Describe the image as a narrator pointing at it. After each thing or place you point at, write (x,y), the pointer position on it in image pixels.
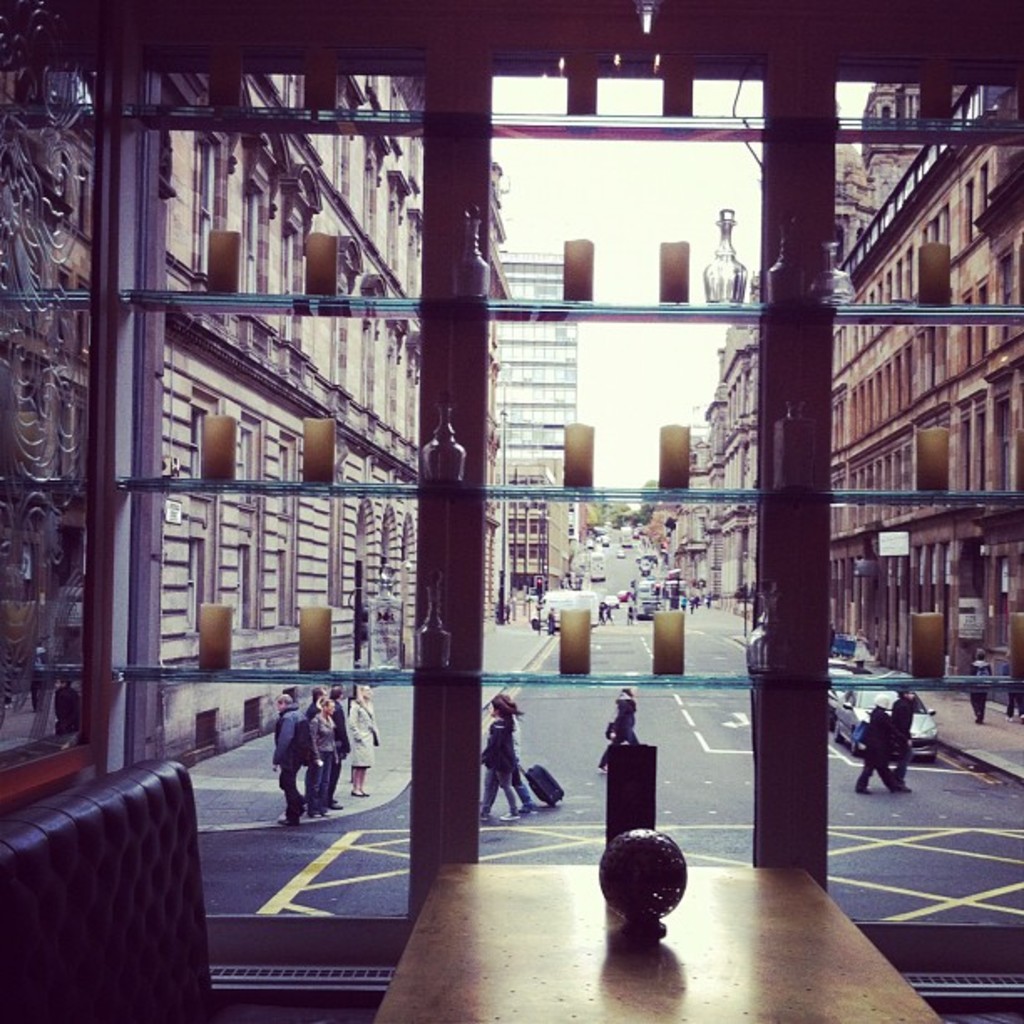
In this image in the foreground (986,22) there are glass doors (381,410) and some candles (586,245) and bottles (440,618), through the doors (460,649) we could see some buildings (840,349) and vehicles (590,606) and some persons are walking. At the bottom (550,738) there is a road (738,706) and in the foreground (542,931) there is a table (594,908), on the table (598,927) there is a globe (661,856) and a couch (104,866).
